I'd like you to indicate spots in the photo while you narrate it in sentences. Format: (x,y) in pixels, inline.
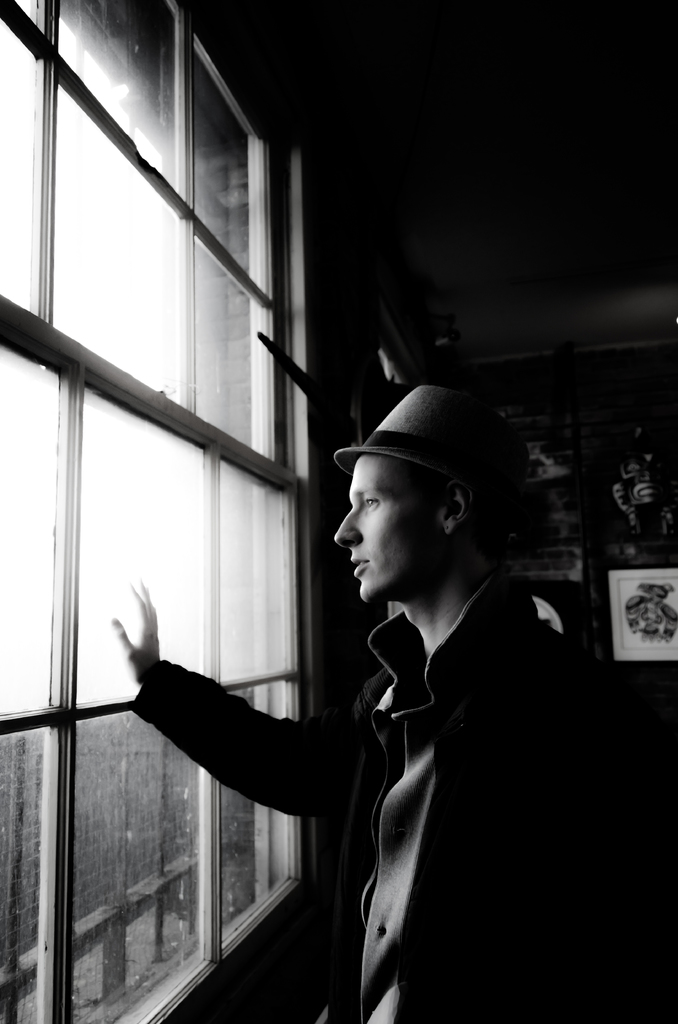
In this image we can see a man (472,758) standing beside a window (309,612). We can also see some frames (626,601) on a wall (588,585). On the left side (87,697) we can see some buildings (109,790) and the sky (112,595).
